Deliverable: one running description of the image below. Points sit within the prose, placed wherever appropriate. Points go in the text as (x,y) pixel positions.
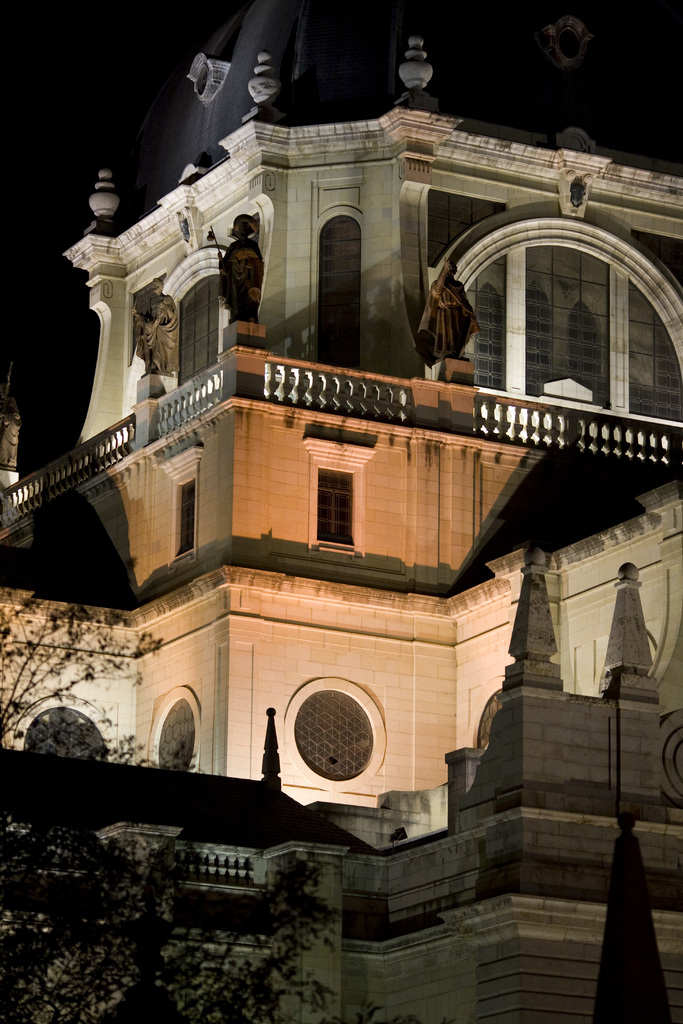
In the middle (238,426) it looks like a big fort (482,420) in white color, there are statue (445,275) on it. On the left side (199,1016) there is a tree (137,1008).
